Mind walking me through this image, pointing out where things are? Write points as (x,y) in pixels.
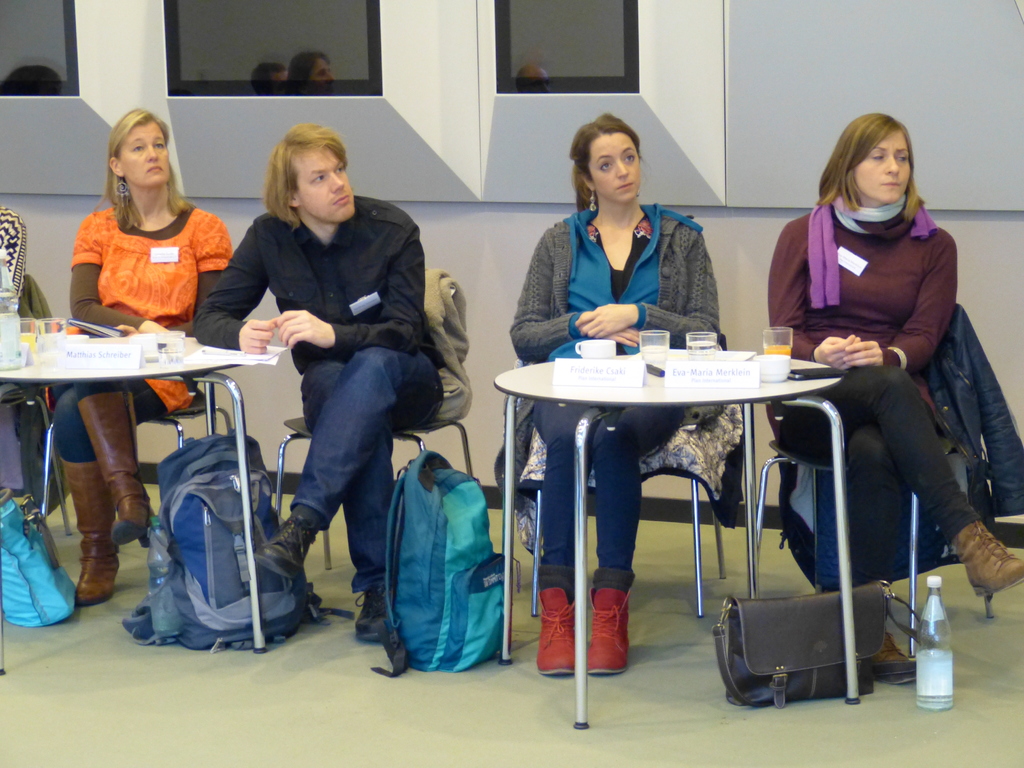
This image consist of tables (584,445), chairs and four people (536,337) are sitting on that chairs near tables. There are bags (221,595) in the bottom (181,562) and there is a bottle (950,662) in the bottom right corner. On that table (654,381) there are glasses (653,361), phone's (797,369), name boards (715,374).
